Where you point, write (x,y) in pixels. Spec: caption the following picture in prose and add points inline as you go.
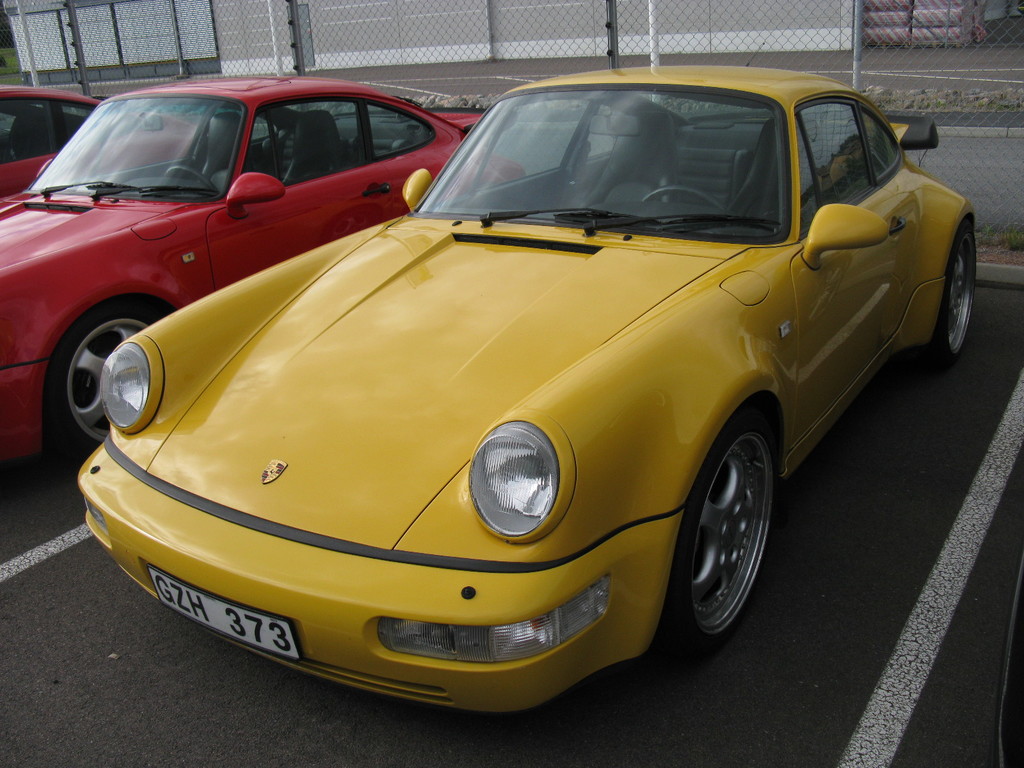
In the image there is a yellow car (551,231) and two red cars (123,191) on the road (909,525) and behind there is a fence (462,54).
